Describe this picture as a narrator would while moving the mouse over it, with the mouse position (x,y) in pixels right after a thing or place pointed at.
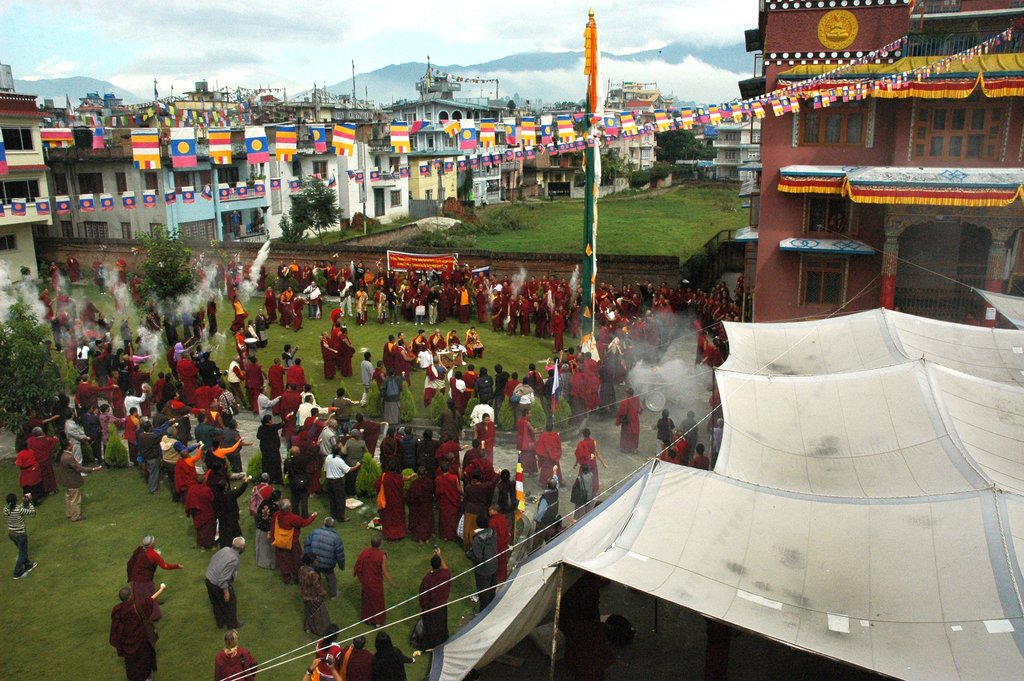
In this image in the middle (608,368) there are many people (542,506), flags (590,99), tents (682,519), buildings (287,172), smoke (672,333), grass (515,234), plants (293,233), trees (302,227), hills (364,84).
